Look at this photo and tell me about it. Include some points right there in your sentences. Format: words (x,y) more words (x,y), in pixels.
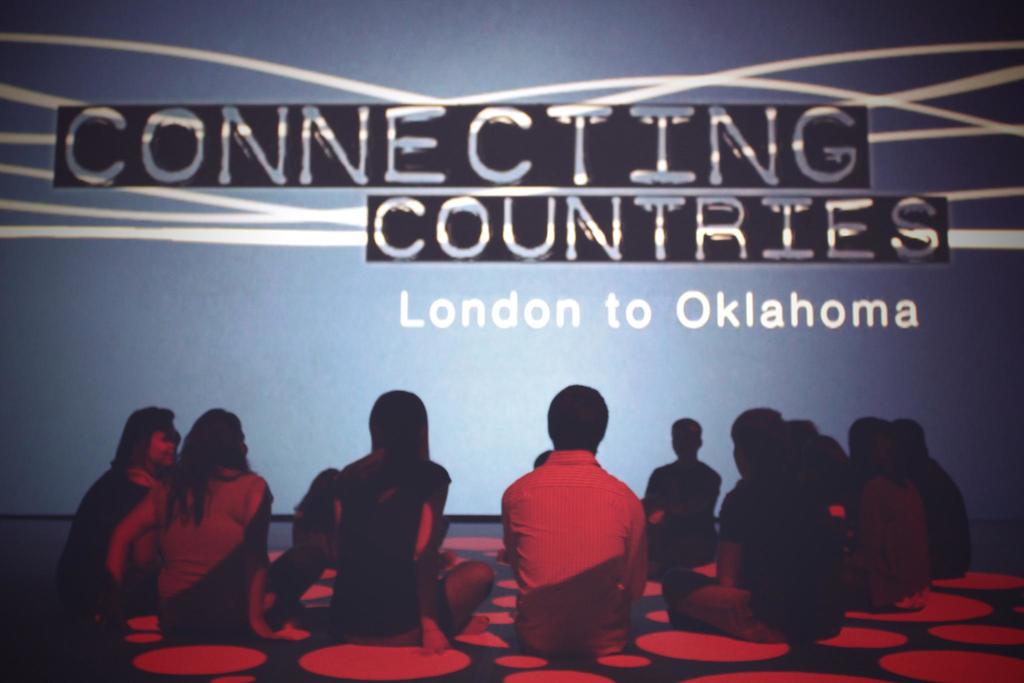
This picture describe about the group of boys (802,501) and girls (466,575) are sitting on the ground (647,584). In the front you can see the big screen (127,299) on which "connecting countries'' is written.
